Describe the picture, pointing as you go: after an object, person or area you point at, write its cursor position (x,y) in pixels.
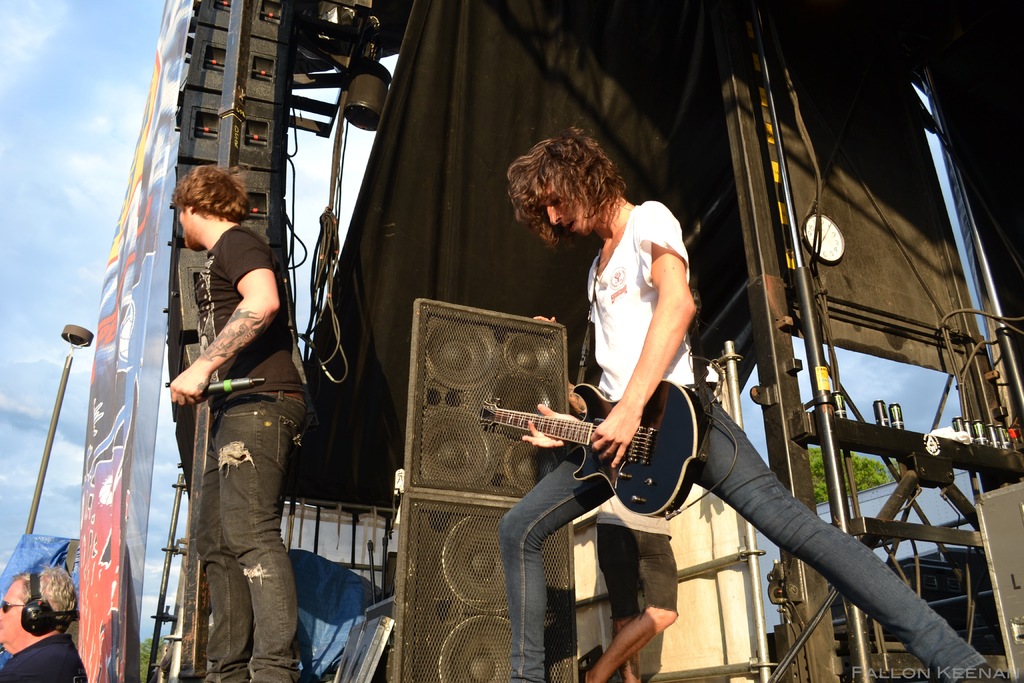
At the top (60,98) we can see sky (111,70) with cloud (92,185). This is a board (141,427). Here we can see two persons (723,449) standing on a platform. These are speakers (426,476). This is a clock (836,253). This person (560,528) is standing and playing a guitar (565,438). We can see this man (238,394) is holding a mike (232,382) in his hand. At the left side of the picture (59,655) we can see a man (36,635) wearing spectacles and headsets (32,614).
